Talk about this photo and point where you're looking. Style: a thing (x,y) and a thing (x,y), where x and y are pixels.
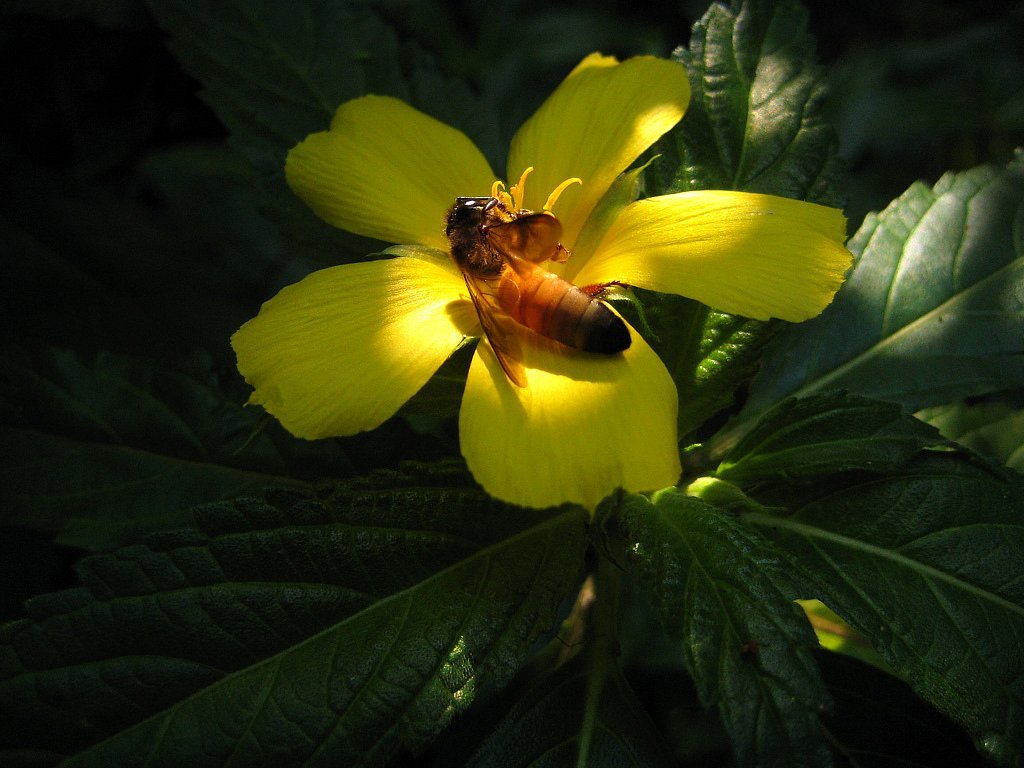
There is a yellow flower (460,326) on a plant (572,745). On the flower (446,320) there is an insect (543,273).
